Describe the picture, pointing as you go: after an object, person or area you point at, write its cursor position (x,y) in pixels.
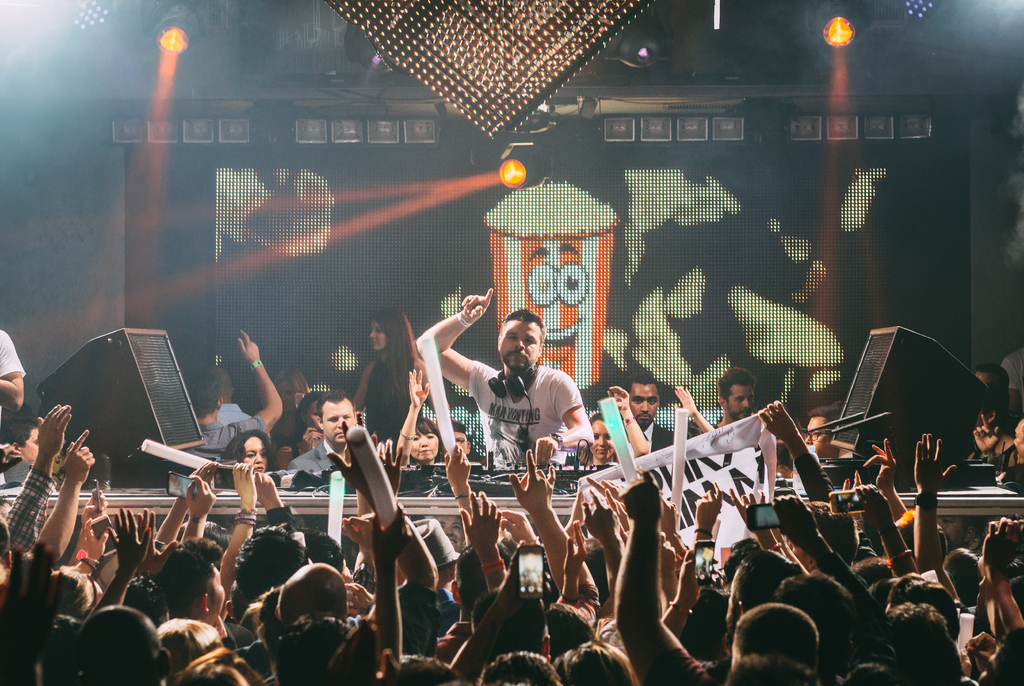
In the picture I can see a person (513,402) wearing white T-shirt (519,409) is standing and there are few objects (504,486) in front of him and audience (490,533) in front of him and there is a speaker (161,394) on either sides of him and there are few other persons (414,385) standing behind him and there is a screen (545,232) which has a picture (550,254) displayed on it in the background (595,269).
